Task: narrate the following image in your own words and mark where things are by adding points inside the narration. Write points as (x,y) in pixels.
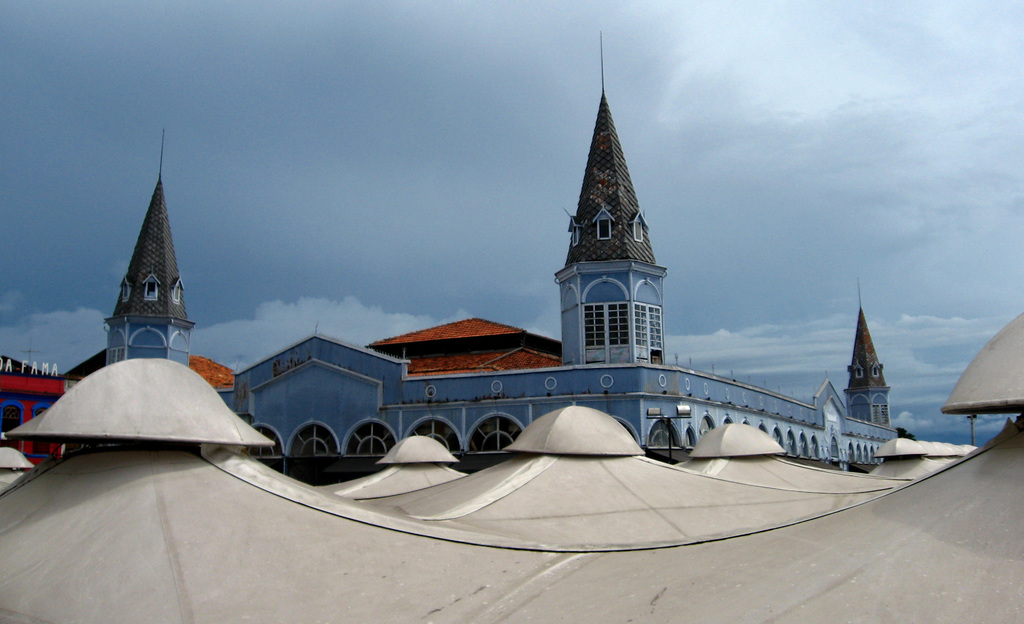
In this image there is a big building (631,375) and iron shed (515,508) in front of that.
